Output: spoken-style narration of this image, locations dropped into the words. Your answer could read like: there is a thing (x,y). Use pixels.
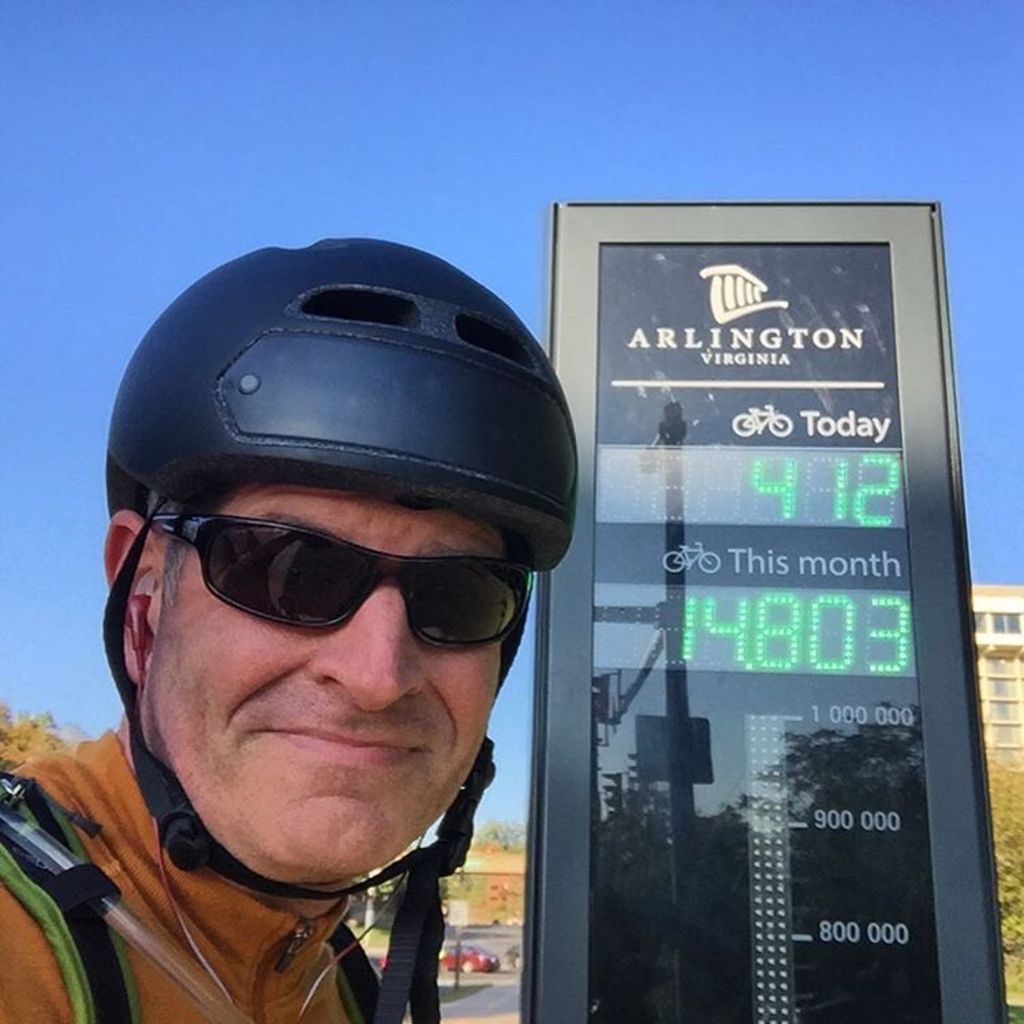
As we can see in the image in the front (15,951) there is a man (261,423) wearing helmet (366,313) and goggles (328,617). In the background (1002,643) there are buildings (1006,603), trees (494,840), vehicle (459,961) and there is sky (727,7).
